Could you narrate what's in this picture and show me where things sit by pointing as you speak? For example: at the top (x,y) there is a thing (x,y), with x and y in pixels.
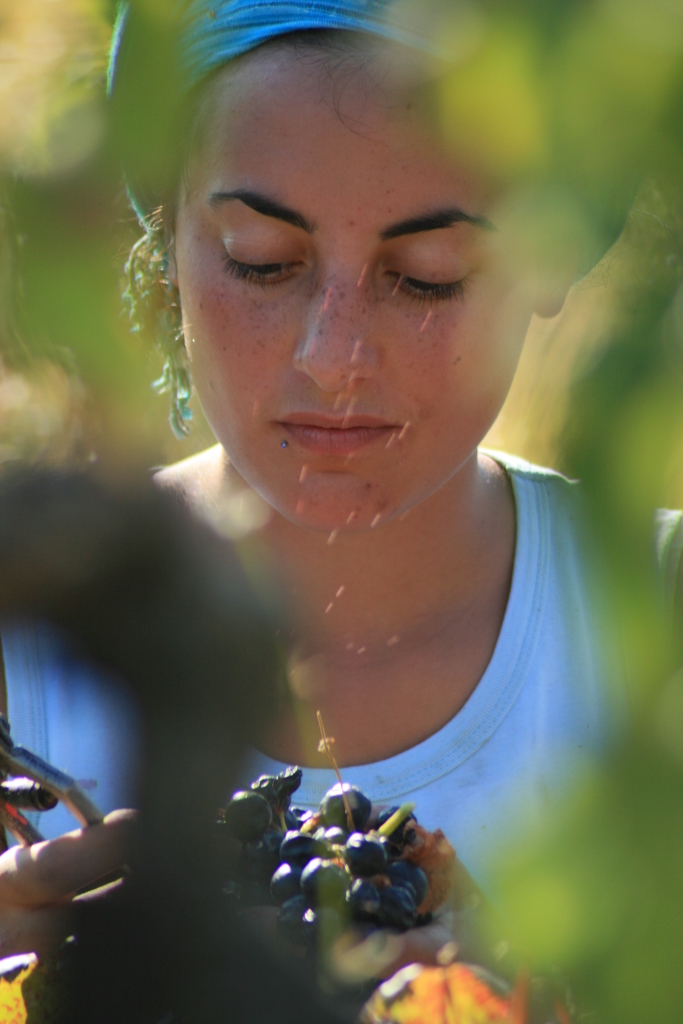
In this picture I can observe a woman (332,448). She is wearing blue color dress (347,771). I can observe some fruits (330,836) and plants (613,41) in this picture.
